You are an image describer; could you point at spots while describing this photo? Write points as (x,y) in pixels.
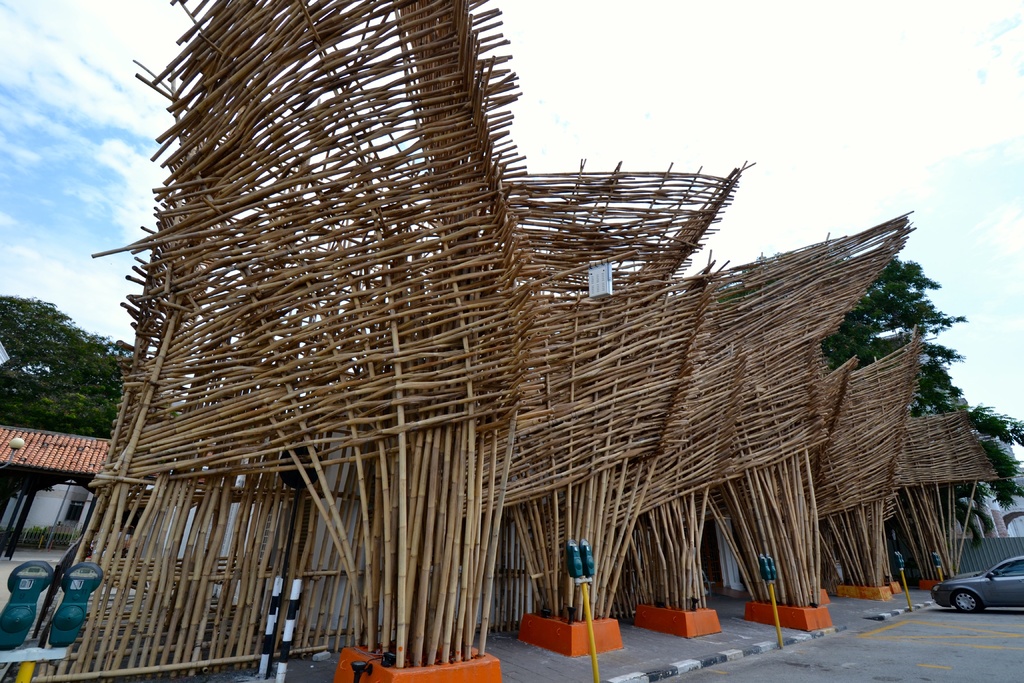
In this image we can see a few bamboo sticks (604,506), there is a car (990,587) parked in front of the bamboo sticks (665,563) and there are parking meters (16,617) and in the background (85,508) there are trees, building (39,452), light (19,450) and sky (580,135) with clouds (624,138).
